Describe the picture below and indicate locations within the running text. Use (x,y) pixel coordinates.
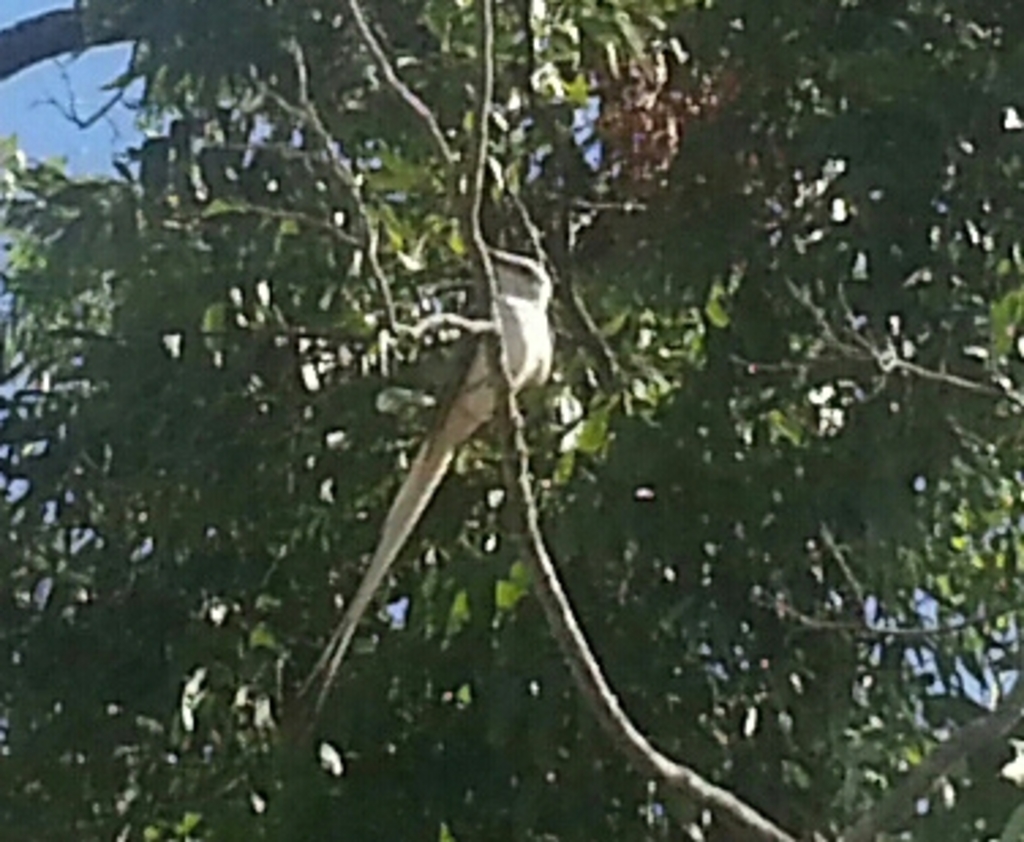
In this image I can see a bird (527,288) on a branch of a tree (426,277). In the background (71,110) I can see the sky (28,77). The bird (517,359) is white in color.
